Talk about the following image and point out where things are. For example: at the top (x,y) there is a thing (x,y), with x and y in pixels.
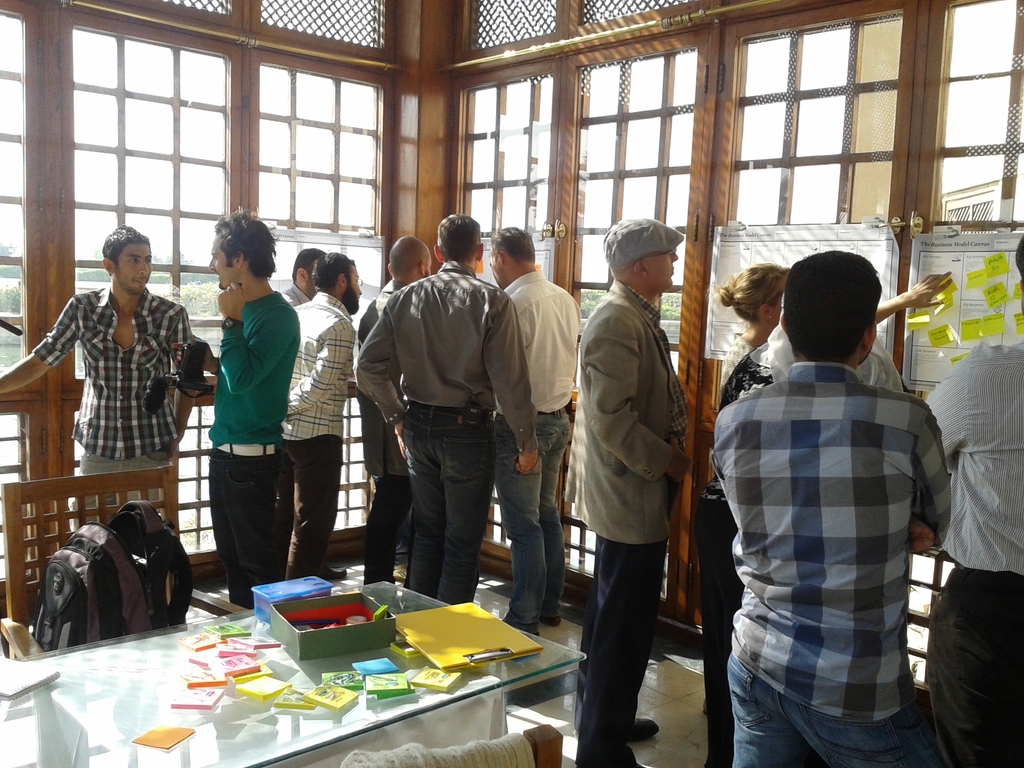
In the image we can see there are lot of people (791,479) who are standing and on table (211,724) there are booklets (397,694) and pad (466,658).
